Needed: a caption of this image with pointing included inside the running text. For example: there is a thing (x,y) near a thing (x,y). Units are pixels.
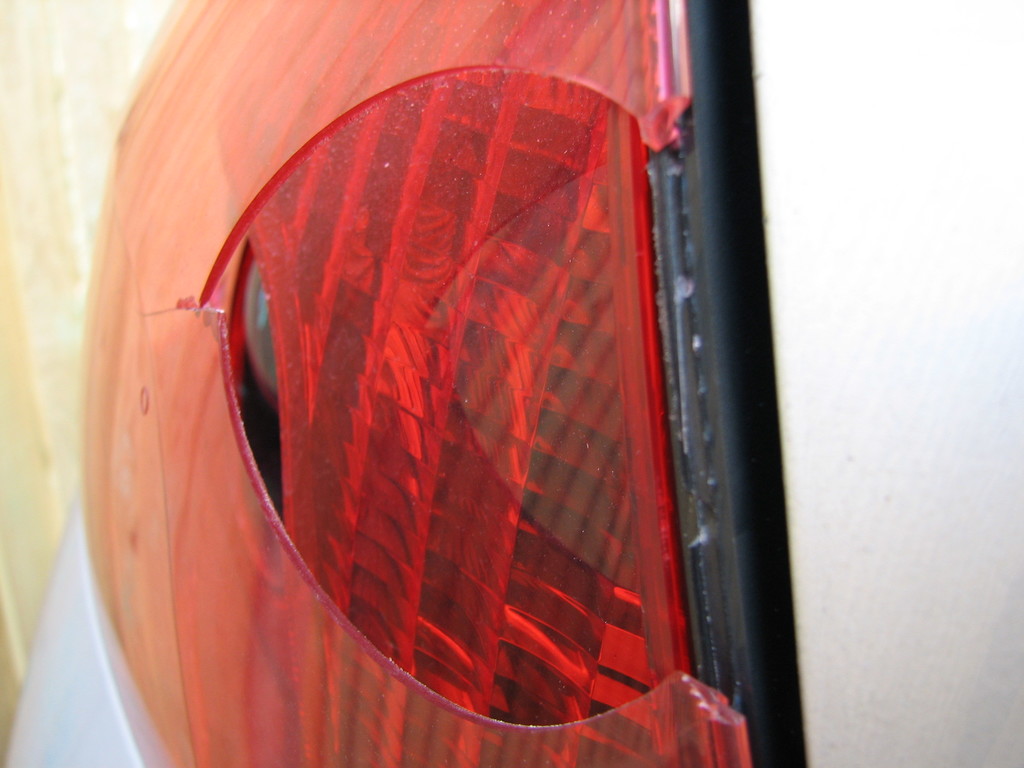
In this image we can see the vehicle tail light (530,319).
